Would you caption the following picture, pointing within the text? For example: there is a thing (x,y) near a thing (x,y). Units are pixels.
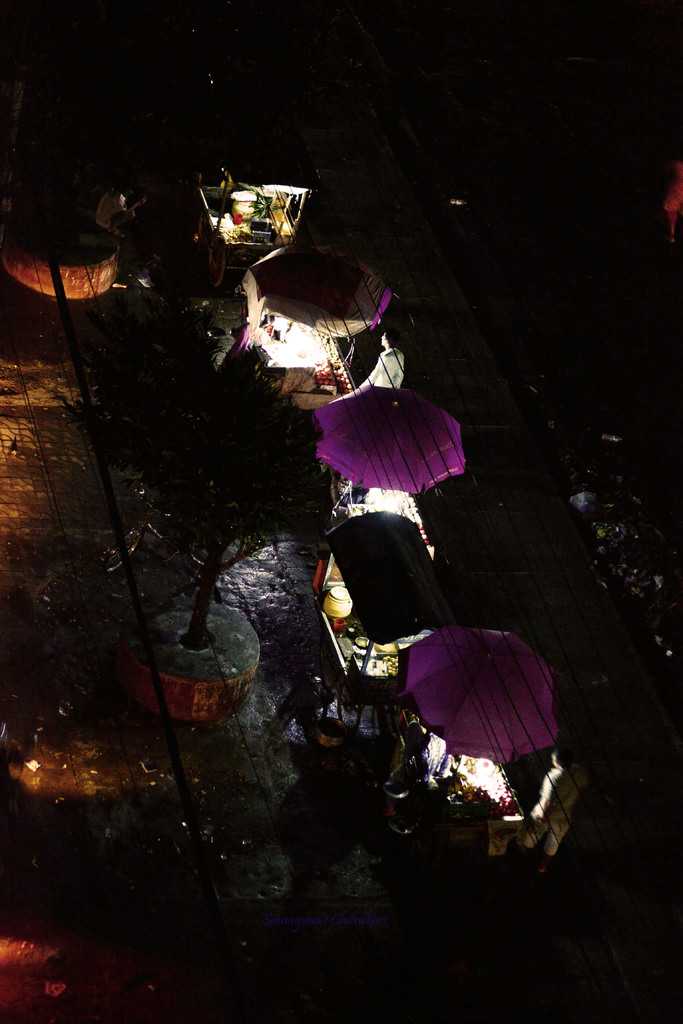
In the picture I can see stalls (373,645), lights (378,498), a tree (195,488) and some other objects (339,721) on the ground (376,730). This image is little bit dark.
